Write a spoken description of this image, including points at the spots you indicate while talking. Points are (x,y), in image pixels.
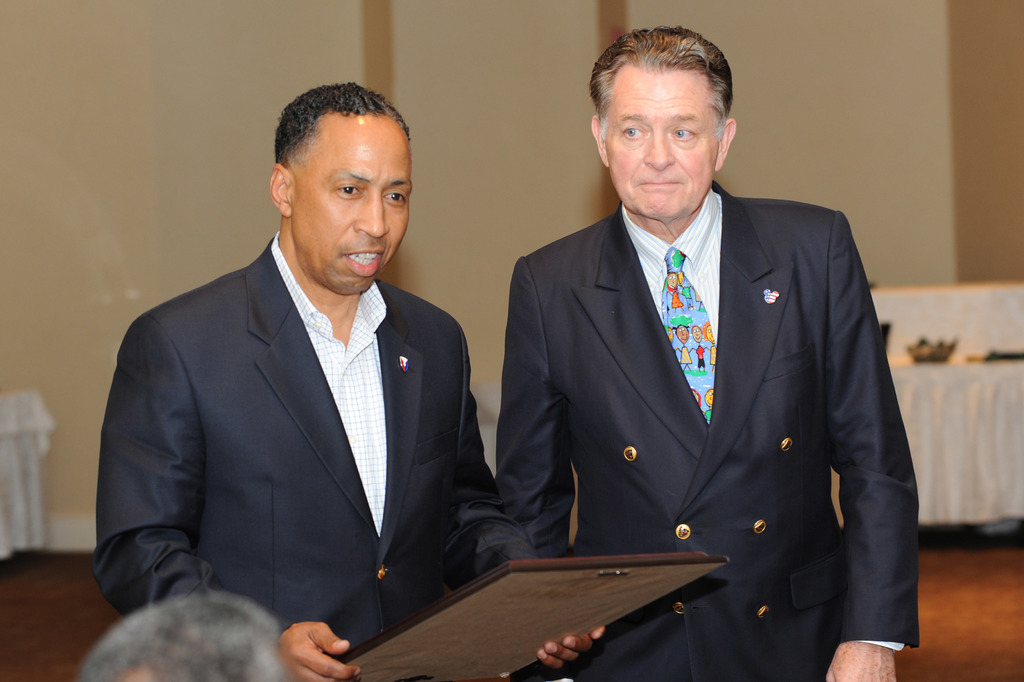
In the foreground of this image (397,571), there is a man (337,439) holding a frame (481,614). Beside him, there is another man (763,403). At the bottom (215,606), there is a head (182,613) of a person (238,616). In the background (920,389), there are few objects (945,355) on the table (1002,373), a wall (213,92) and an object (32,473) on the left (33,449).
